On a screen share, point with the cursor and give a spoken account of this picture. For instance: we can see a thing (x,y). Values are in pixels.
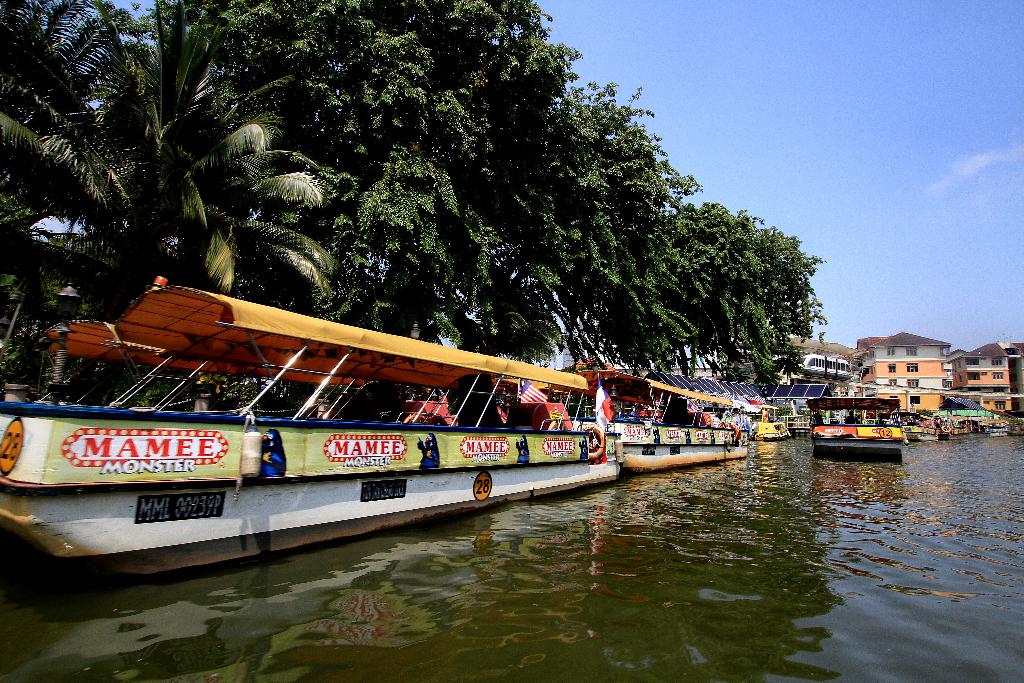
In this image I can see water (740,550) in the front (729,550) and on it I can see number of boats (596,480). On this boats (292,419) I can see something is written. In the background (491,274) I can see number of trees (610,316), few buildings (871,353) and the sky (818,169).
